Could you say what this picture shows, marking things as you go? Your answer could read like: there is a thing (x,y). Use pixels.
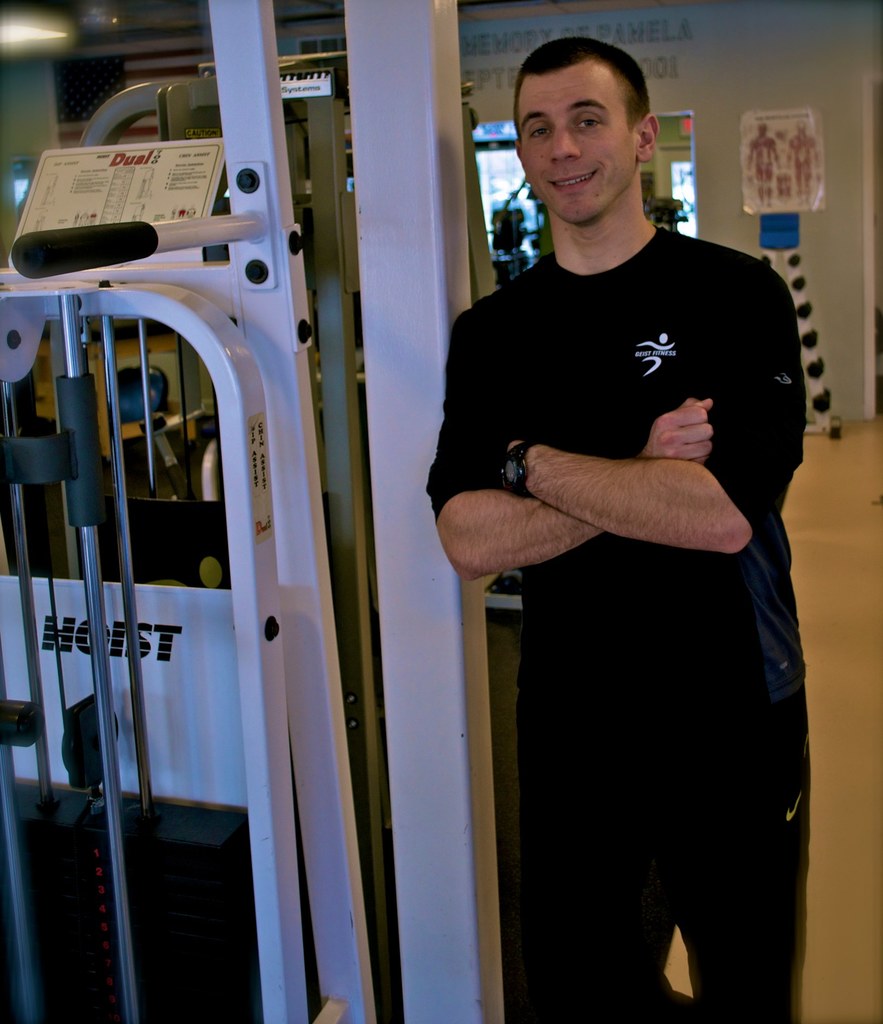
In this picture we can see a man (685,527) standing and smiling, on the left side (218,566) there is gym equipment (209,612), we can see a light (24,35) at the left top of the picture (29,45), in the background (734,84) there is a wall (786,56), we can see a poster (778,157) pasted on the wall (738,147).
